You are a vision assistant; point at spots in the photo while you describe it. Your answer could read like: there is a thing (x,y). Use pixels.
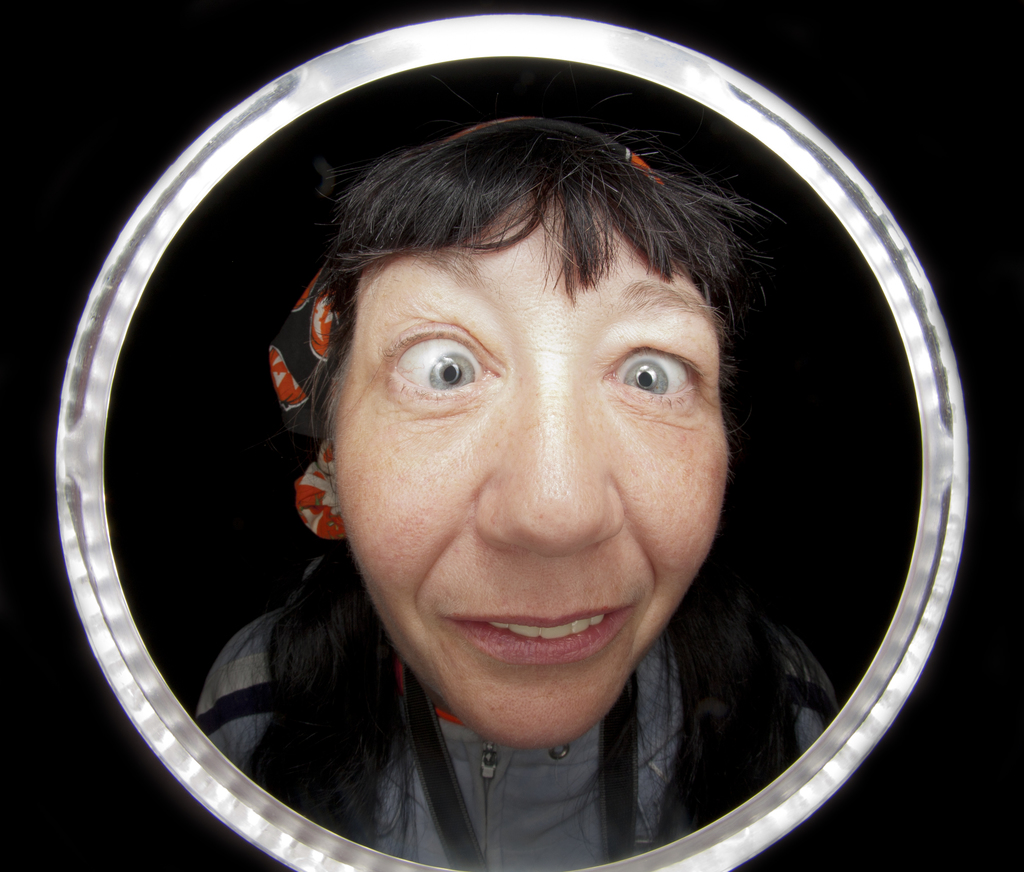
In this image, we can see there is a circular object (93,557). Through this object (806,795), there is a woman (445,701) in a blue color jacket (428,841), smiling and watching something. And the background (25,89) is dark in color.
